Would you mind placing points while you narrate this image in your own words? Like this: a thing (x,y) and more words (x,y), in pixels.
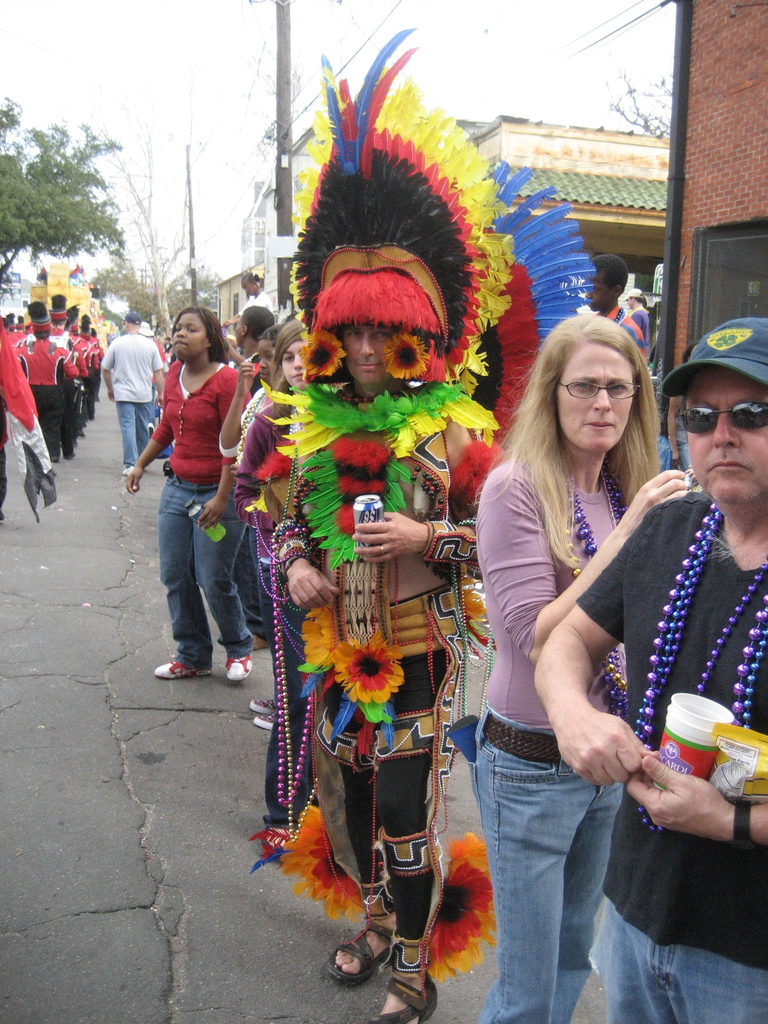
In this picture we can see group of people (416,561), on the right side of the image (696,622) we can see a man (702,590), he is holding a cup (696,761) and a packet (719,767), in the background (191,170) we can see few trees (9,203), houses (294,150) and poles (287,122).
